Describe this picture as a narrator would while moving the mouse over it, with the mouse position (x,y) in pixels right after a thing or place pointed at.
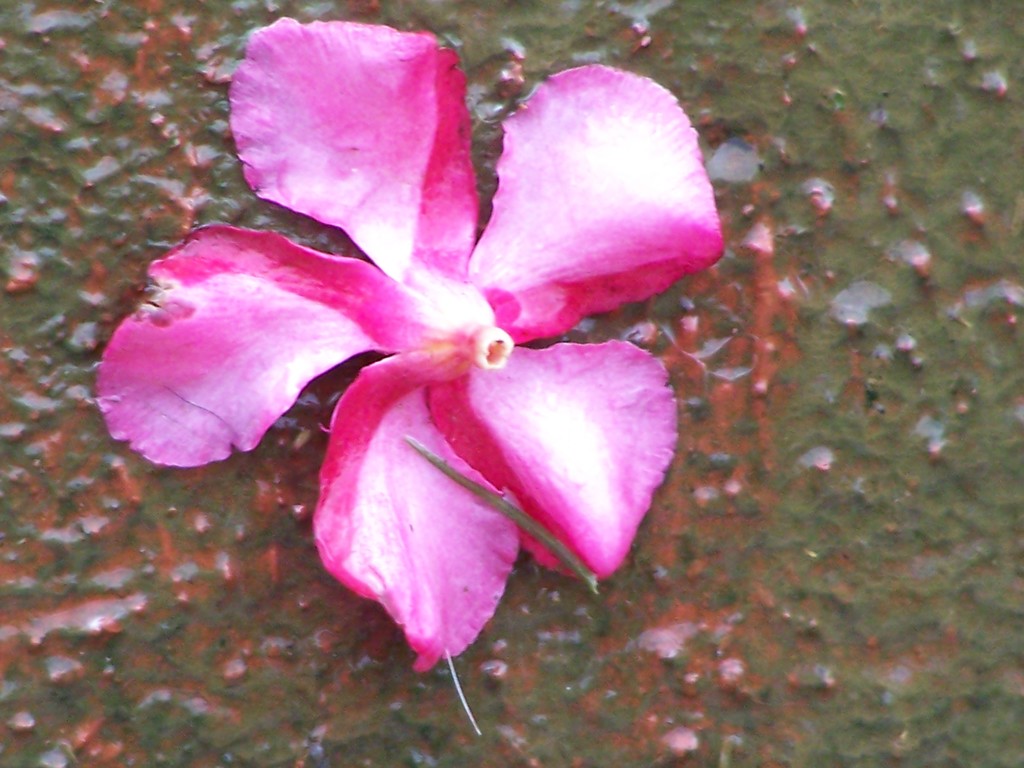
In this image I can see a pink and white colour flower (333,311).
